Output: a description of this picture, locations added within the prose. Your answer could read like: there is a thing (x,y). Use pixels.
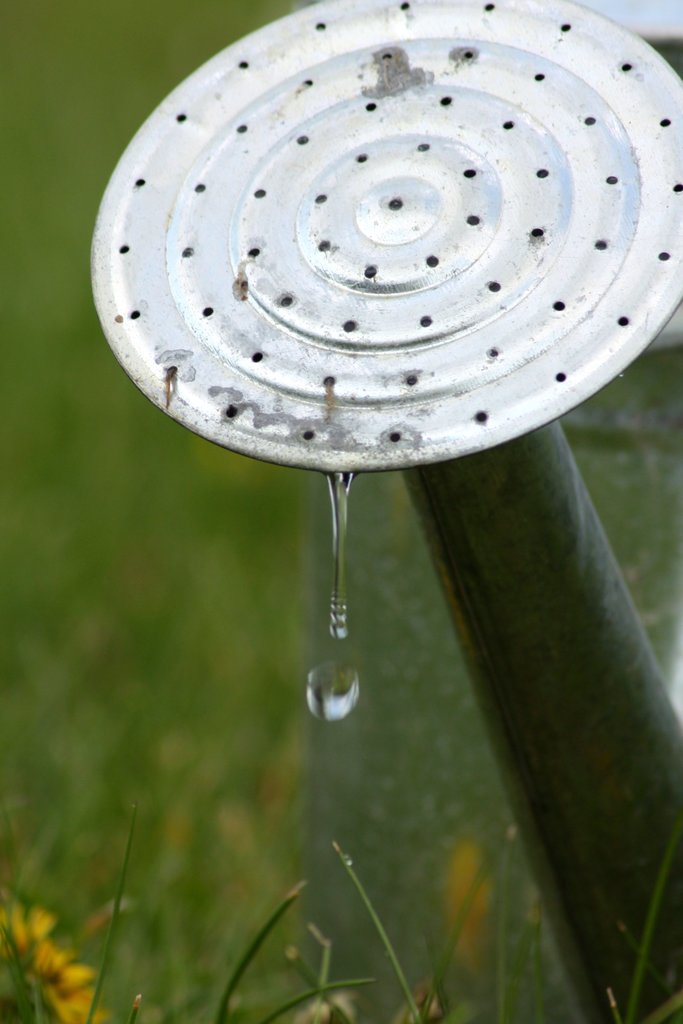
In this image, we can see a shower (312,317) and there is a water drop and we can see some plants (163,975) and flowers (41,950).
